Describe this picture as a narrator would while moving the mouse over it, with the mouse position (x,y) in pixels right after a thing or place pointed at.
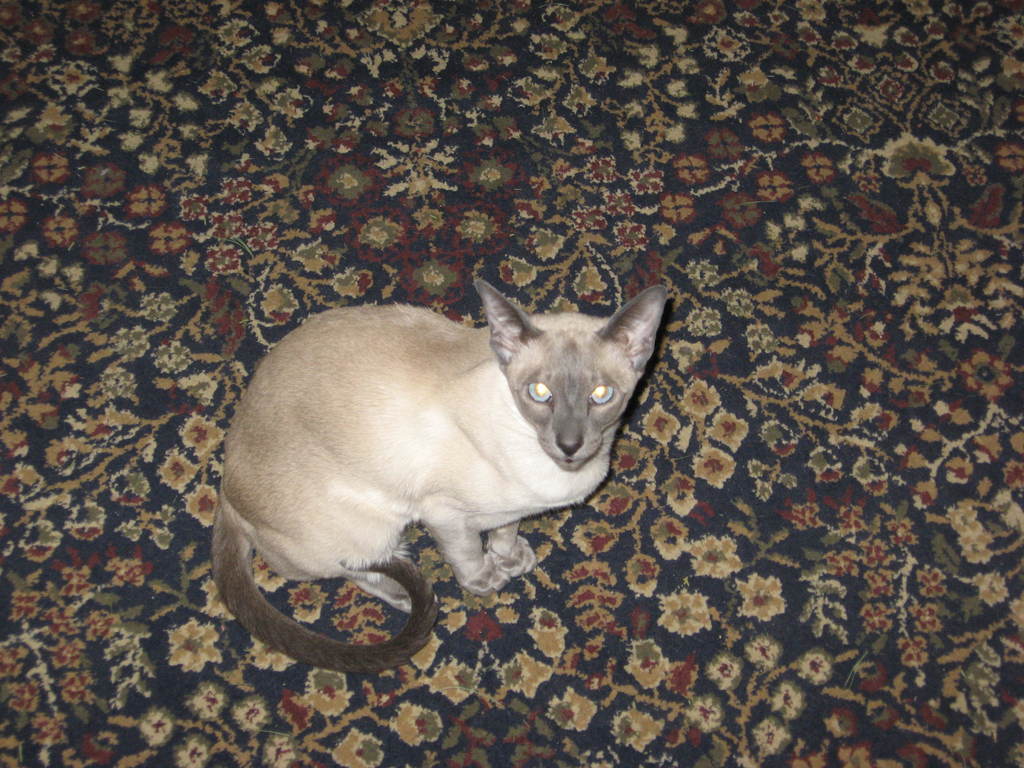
In the center of the image (494,348) there is a cat (583,356) on the carpet (742,609).
